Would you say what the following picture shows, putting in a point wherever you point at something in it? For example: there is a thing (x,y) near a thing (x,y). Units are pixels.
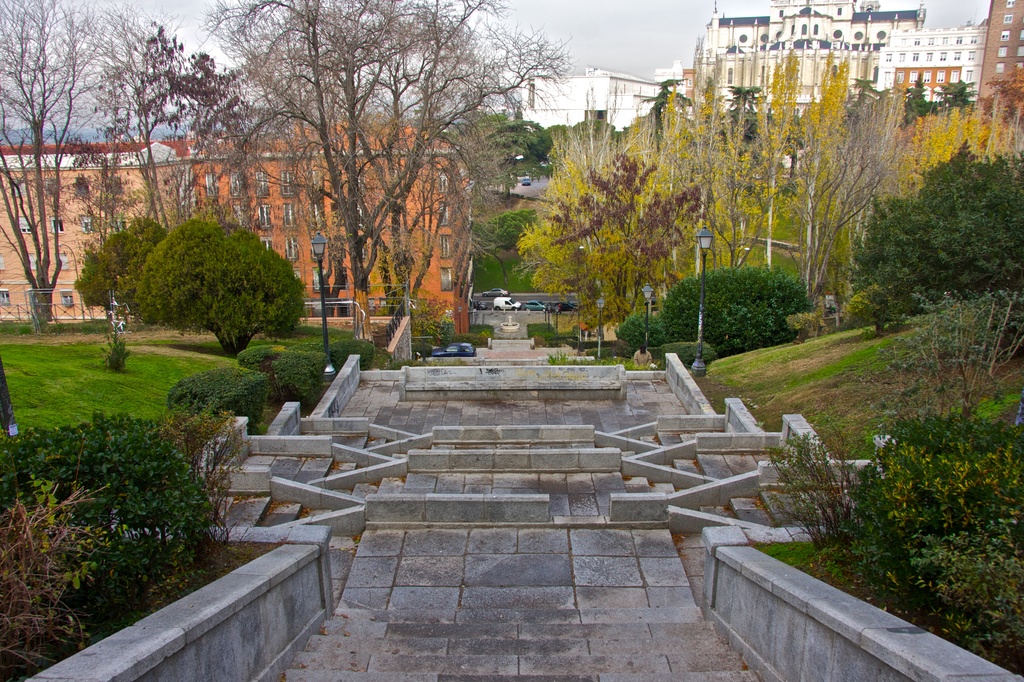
In this image we can see stairs (537,434) in the middle (523,438). Behind the stairs (497,472) we can see a group of trees (217,252) and buildings (379,301). Beside the stairs (518,455), they are few plants (968,525).
